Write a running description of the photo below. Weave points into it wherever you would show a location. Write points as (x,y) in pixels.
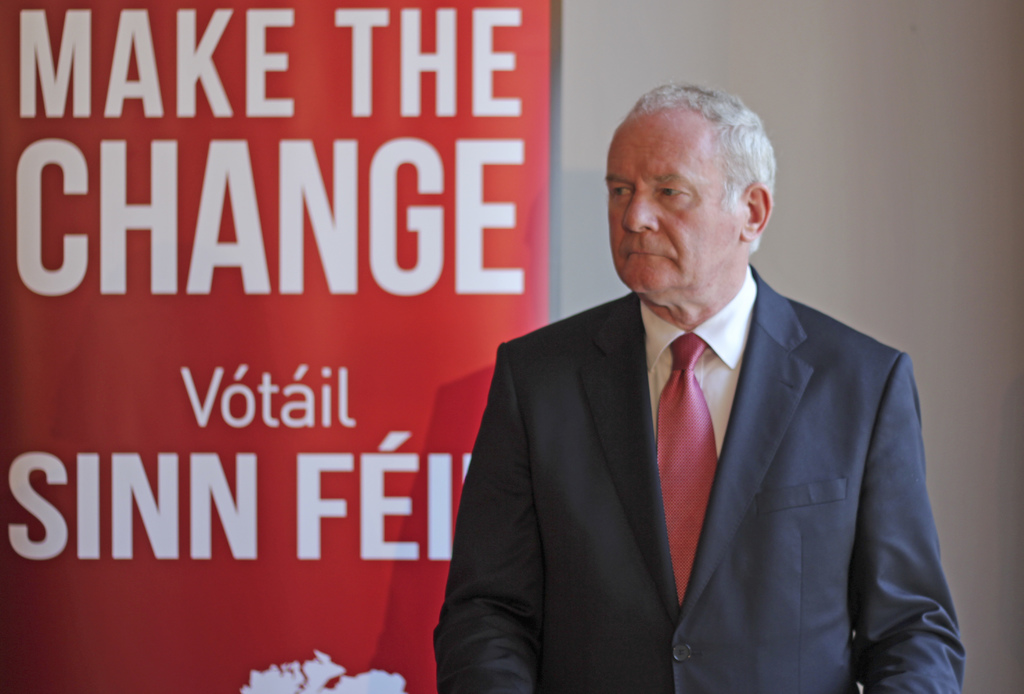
In this image we can see a man (733,431) standing. In the background (332,217) there is a banner (394,238) and we can see a wall (769,76).
